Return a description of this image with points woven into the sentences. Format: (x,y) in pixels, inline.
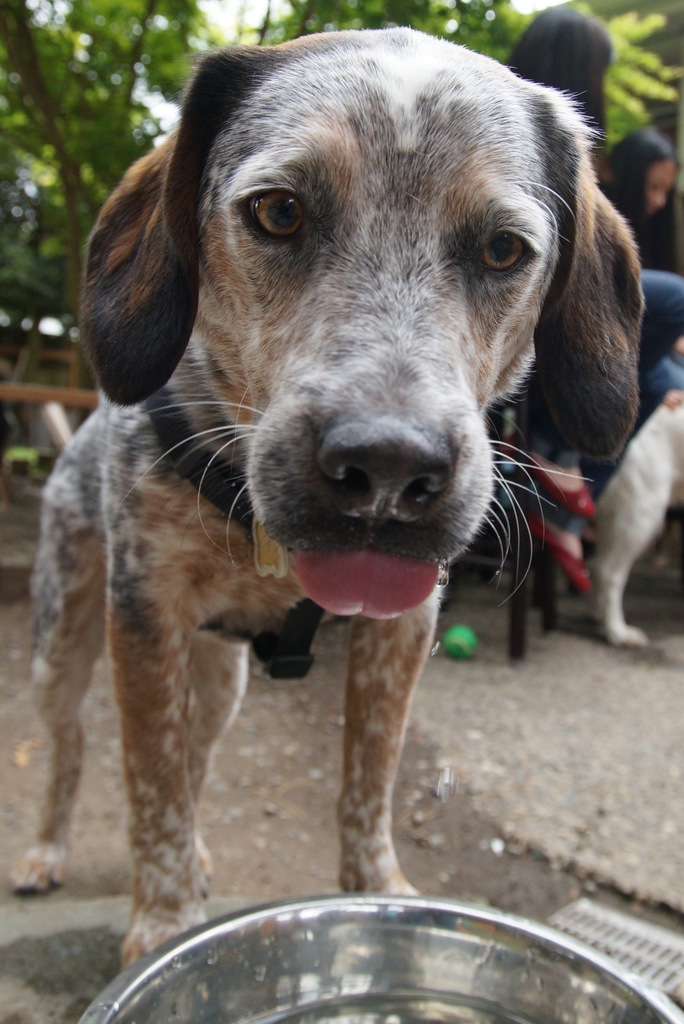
In the foreground of this image (307,424), there is a dog (315,411) with tongue (391,589) outside and there is a dog bowl (388,968) on the bottom (510,947). In the background (569,82), there are two women (660,160) sitting, a dog (646,488), a ball (456,655) on the ground (477,657), few trees (153,134) and the sky (231,12).
